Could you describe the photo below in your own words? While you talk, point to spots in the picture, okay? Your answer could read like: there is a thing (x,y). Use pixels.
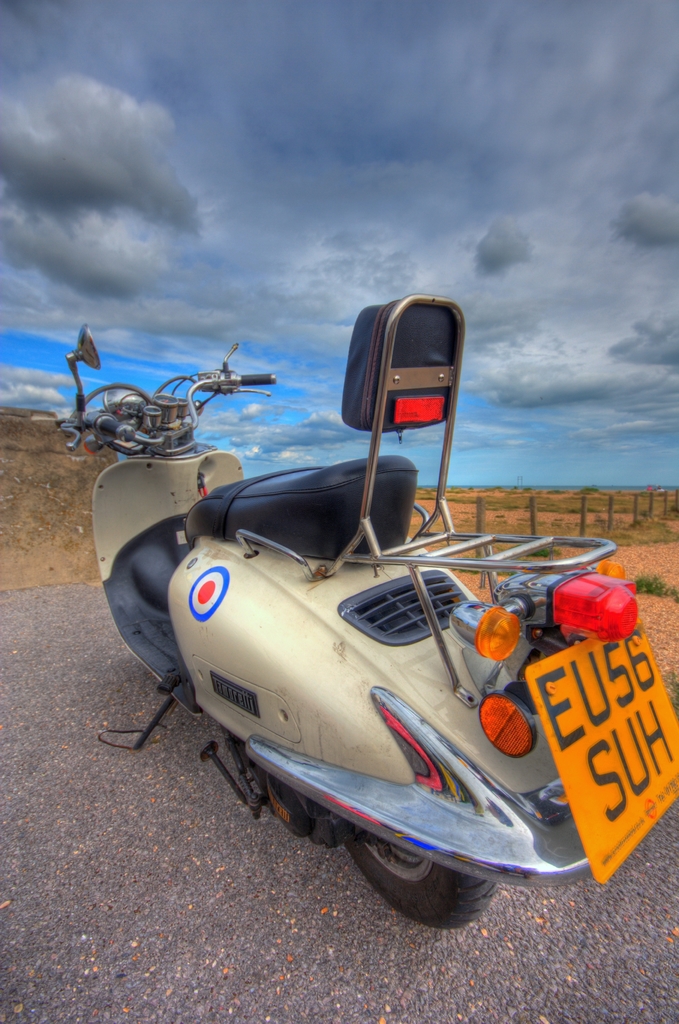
In the center of the image (300,649) we can see a motorbike (234,676). At the bottom (266,909) there is a road (456,973). In the background (376,110) there is sky (476,180) and we can see the fence (567,523).
